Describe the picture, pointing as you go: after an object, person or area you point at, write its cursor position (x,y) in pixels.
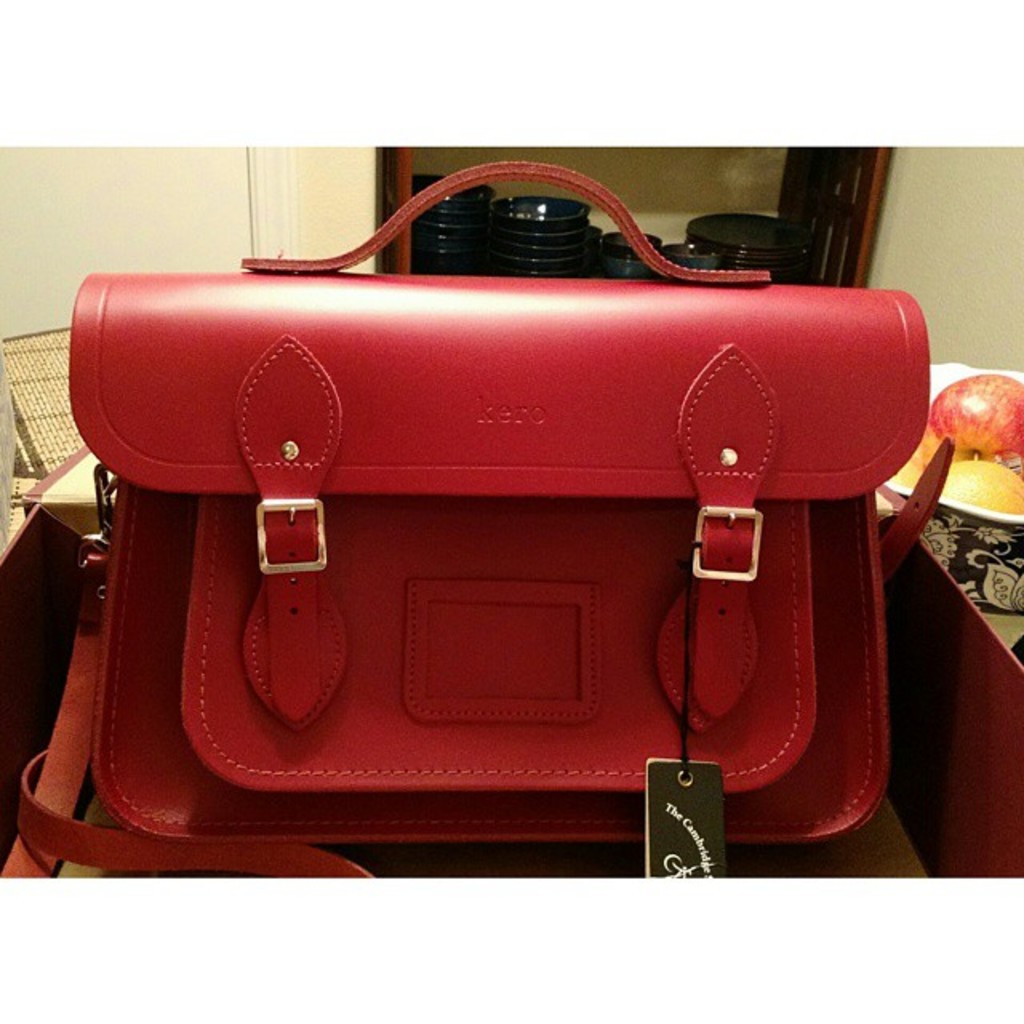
In this image I can see a red color hand bag (568,776) placed on the table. Just beside the table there is a bowl (959,506) and in that some fruits (978,444) are there. In the background (705,159) I can see a rack (787,220) in that some bowls (515,215) are there.
